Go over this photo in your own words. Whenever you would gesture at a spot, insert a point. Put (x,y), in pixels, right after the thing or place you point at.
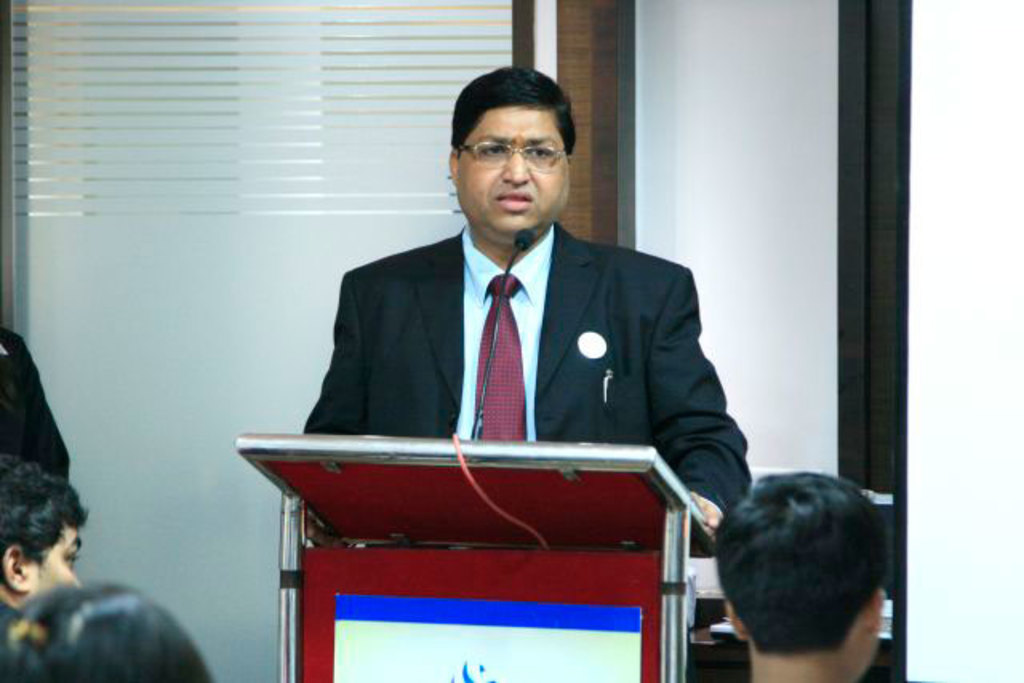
In this picture I can observe a man (452,345) standing in front of a podium (540,446). He is wearing a coat (573,356), tie (508,358) and spectacles (483,162). In front of the man (549,348) there are some people (70,632).
